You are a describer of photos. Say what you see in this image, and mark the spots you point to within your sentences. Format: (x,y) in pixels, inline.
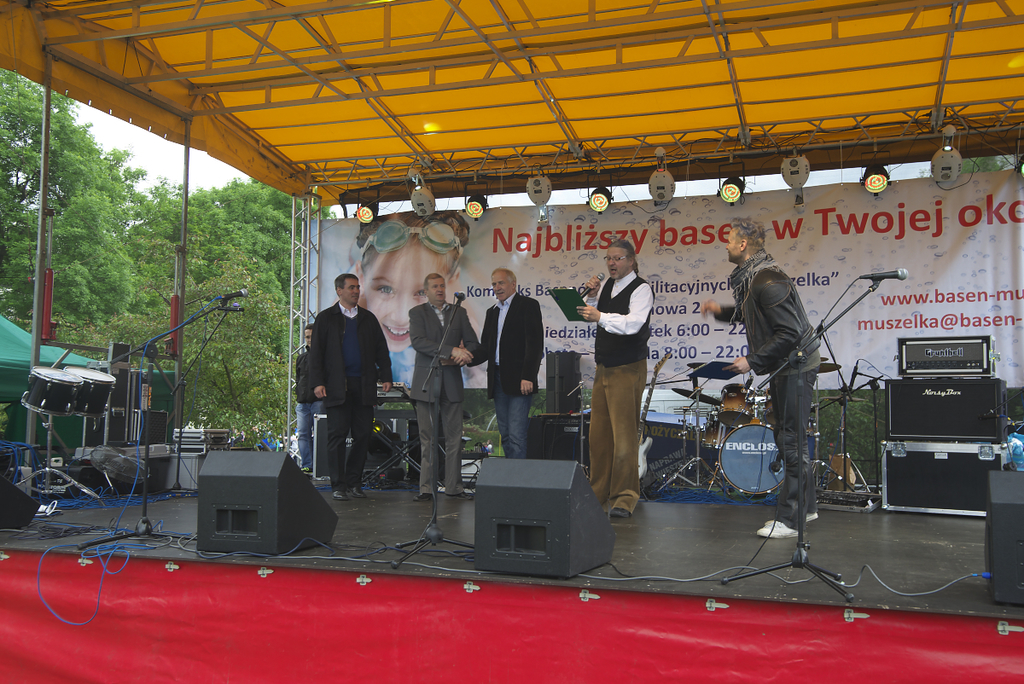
Here I can see few men (414,384) standing on the stage (424,554). Two men (500,336) are shaking their hands (460,354) and one man (621,324) is holding a sheet (574,298) in hand (587,310) and speaking something on mike (589,291). In the background (754,419), I can see some musical instruments (741,381). At the bottom of the image (265,640) I can see a red color mat (251,627). In the background (481,274) there is a white color board (651,242) on which I can see some text (496,235) and an image (394,286) of a person (404,258). On the top of the image (565,39) there is a yellow color tent (324,113). In the background (207,237), I can see the trees (193,253).
